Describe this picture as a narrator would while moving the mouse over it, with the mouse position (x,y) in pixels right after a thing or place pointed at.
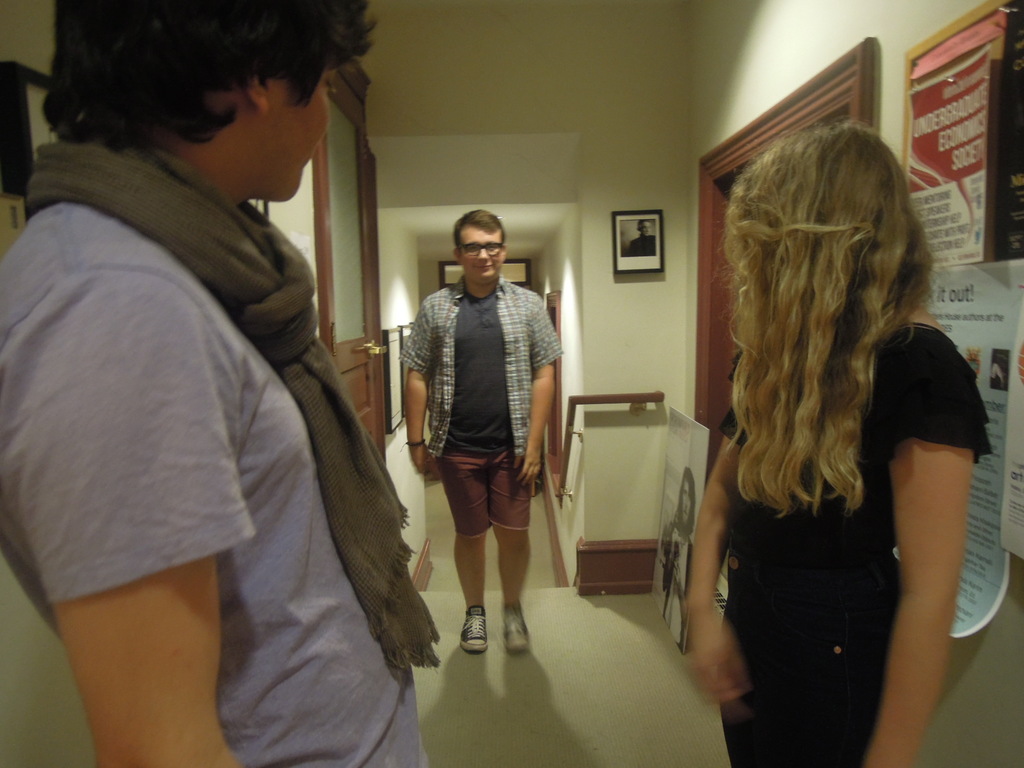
In this image we can see three people (239,422). Pictures (658,239) and posters (940,176) are on the wall (668,247). Beside this person (484,323) there is a door (379,345). On floor (647,637) there is a picture (668,562) of a woman (668,547).
